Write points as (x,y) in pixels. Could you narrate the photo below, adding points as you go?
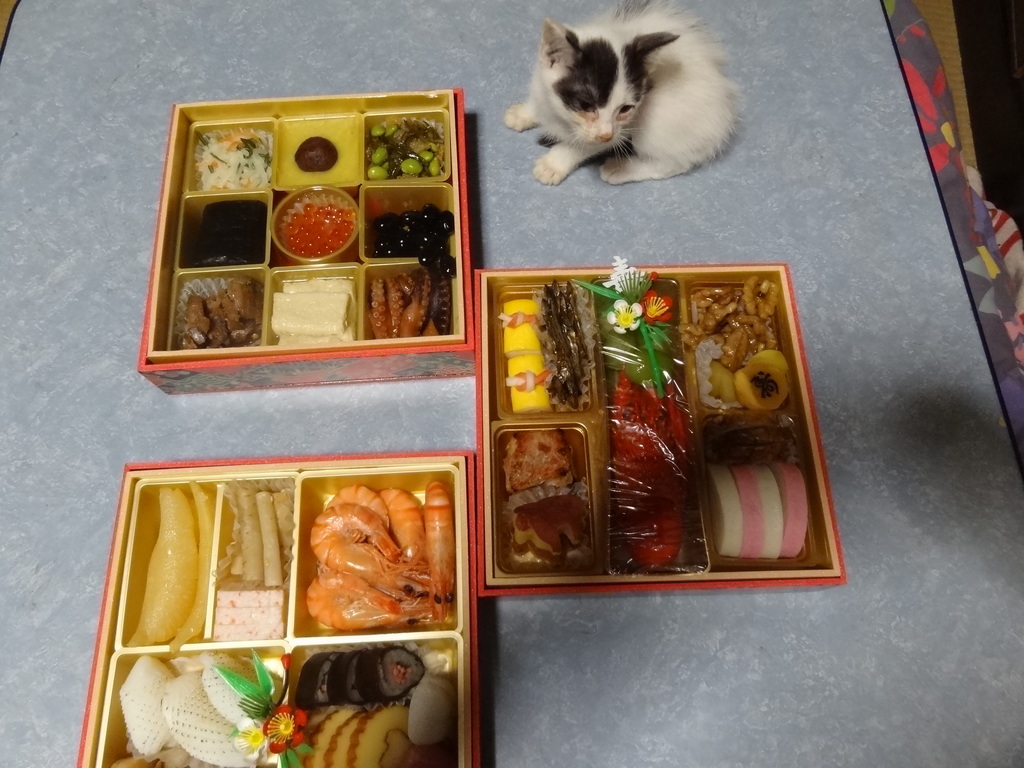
In this image we can see three boxes (456,756) with some food items (133,686) and there is a cat (654,155) sitting on a surface (825,126) which looks like a table (765,116).
